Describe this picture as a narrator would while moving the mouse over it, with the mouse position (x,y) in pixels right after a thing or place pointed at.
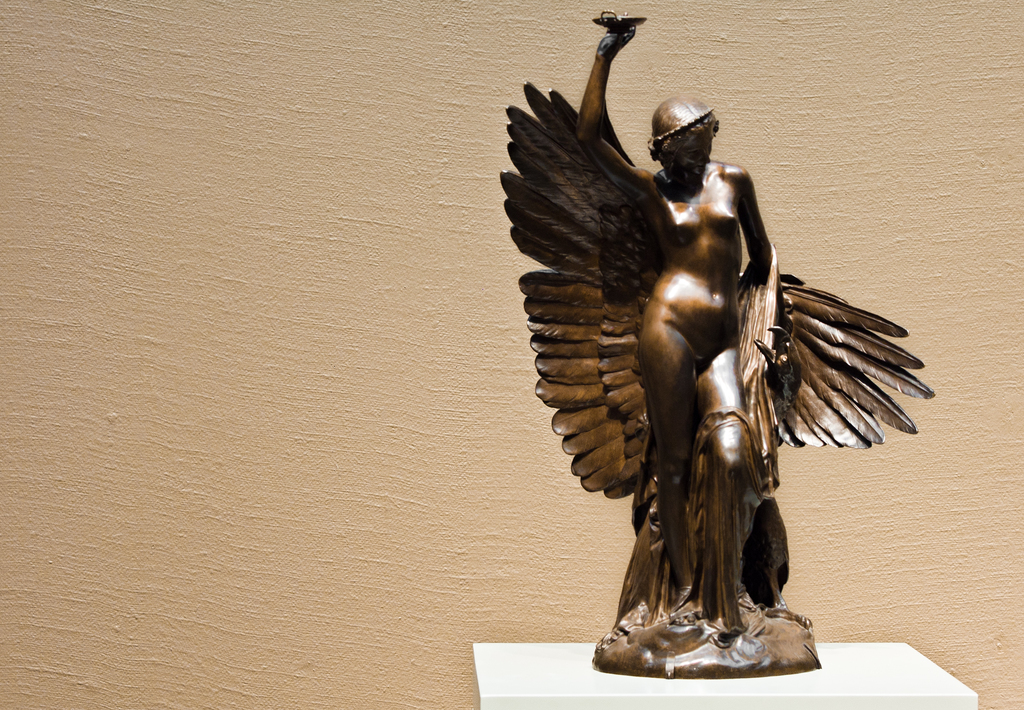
In this image there is a lady statue (689,470) on the white table (758,707). In the background (312,215) there is a wall (245,216).
